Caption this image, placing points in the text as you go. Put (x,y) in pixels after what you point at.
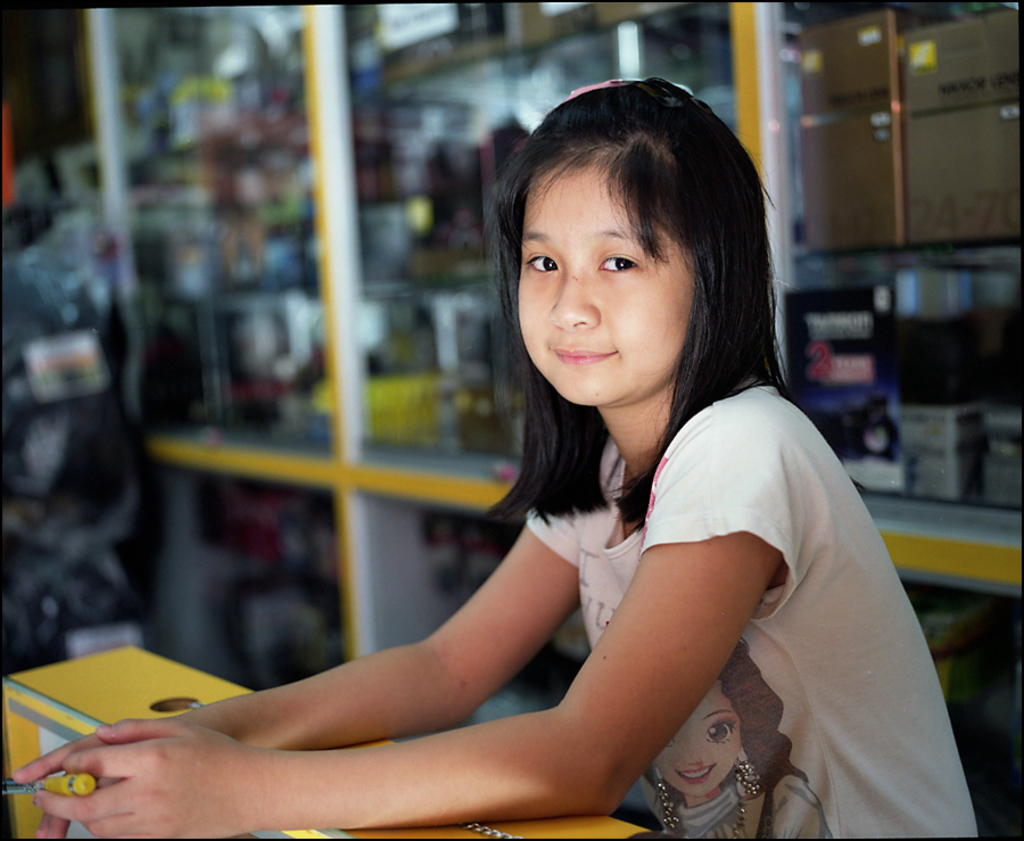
In this image there is a girl (671,616) in the middle (613,472). Behind her there are shelves (288,215) which are covered by the glasses (379,169). In front of her there is a table (78,685) on which there are her hands (185,750).
